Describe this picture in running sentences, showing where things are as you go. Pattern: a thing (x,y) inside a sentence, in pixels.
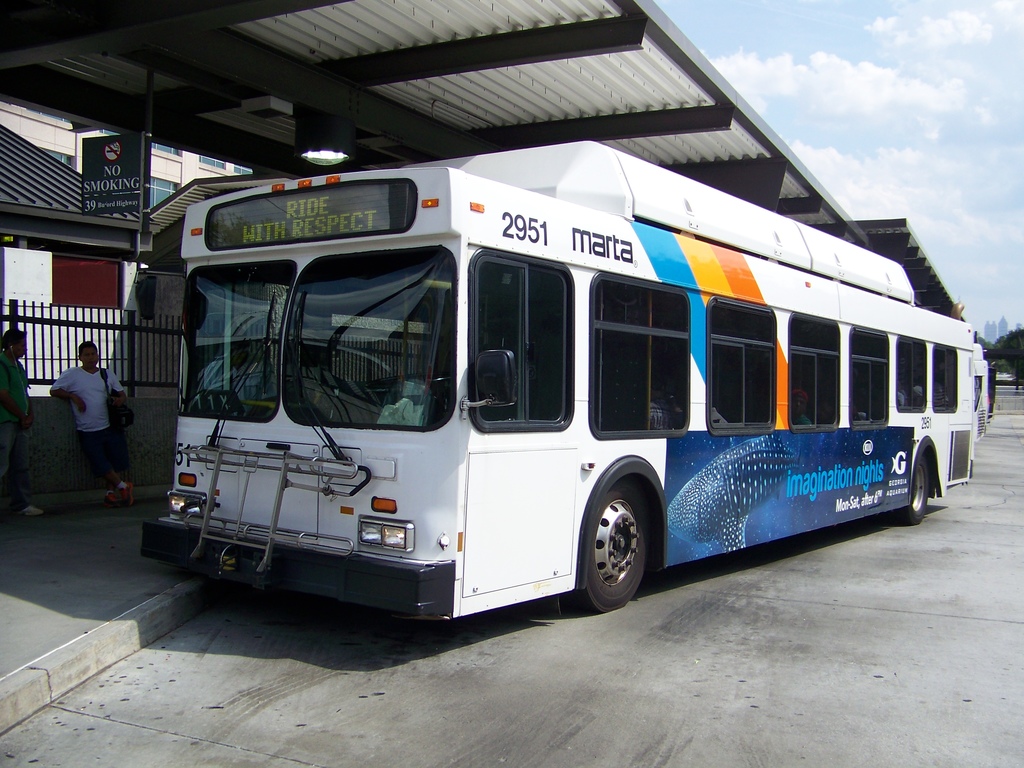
In this picture we can see people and a bus (880,471) in the shelter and in the background (949,255) we can see a building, board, trees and the sky (991,140).
